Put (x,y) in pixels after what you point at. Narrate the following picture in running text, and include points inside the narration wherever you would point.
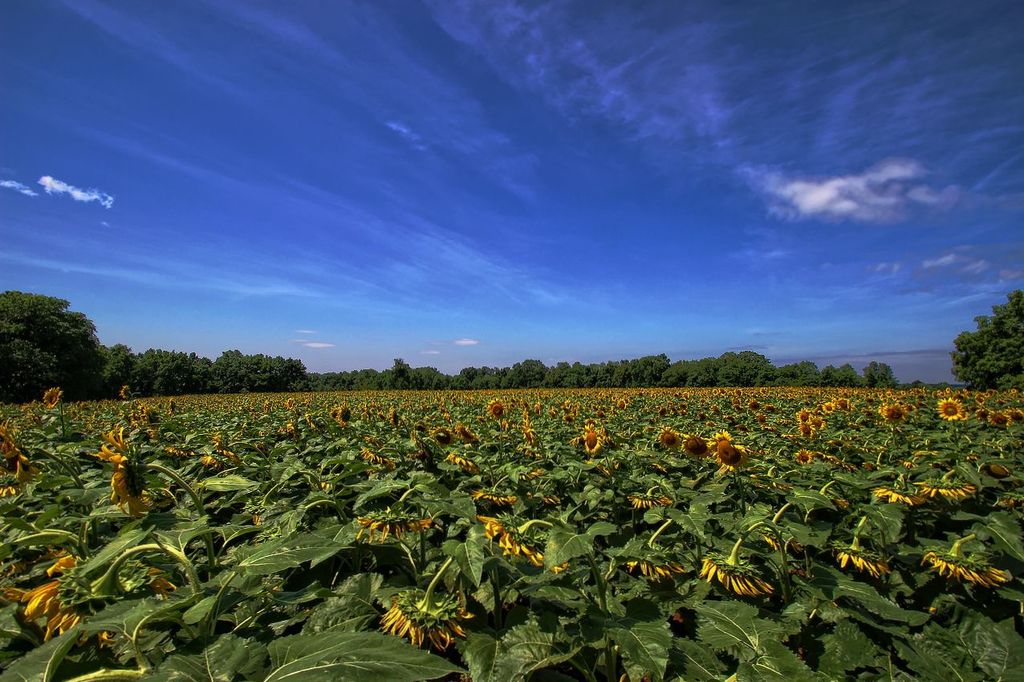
In the picture we can see, full of plants (869,595) with flowers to it and the flowers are yellow in color, in the background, we can see trees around the plants (1008,521) and behind it we can see a sky (707,275) with clouds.
